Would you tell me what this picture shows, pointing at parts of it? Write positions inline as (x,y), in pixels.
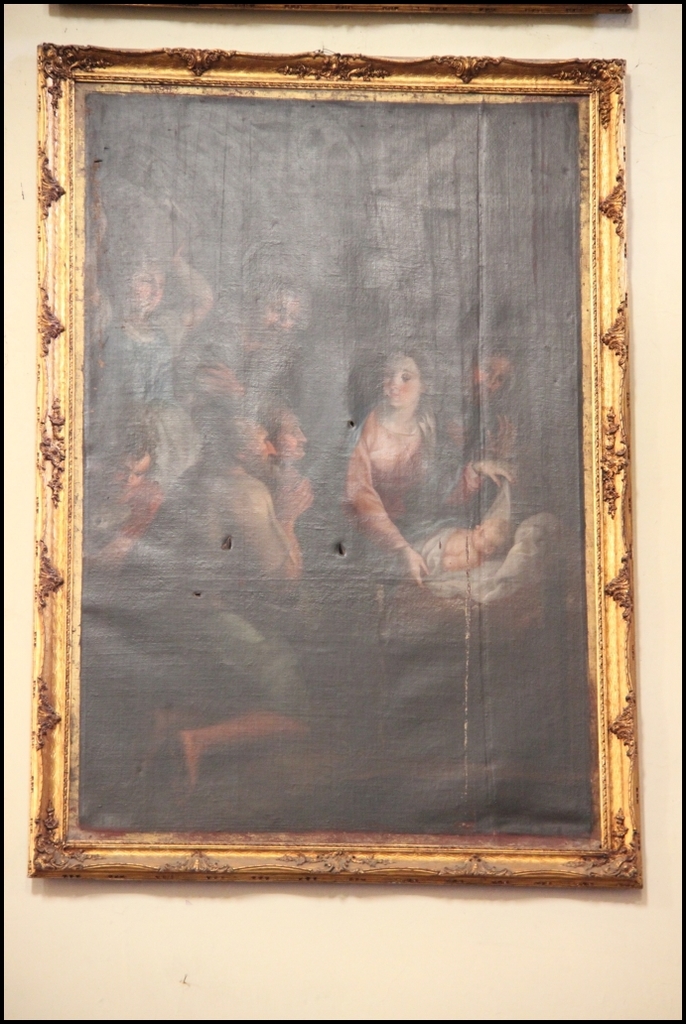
It is a photograph (343,521) in a photo frame (356,482), in this a woman (379,476) is there. There are men (257,364) in the left side of an image (210,642).
